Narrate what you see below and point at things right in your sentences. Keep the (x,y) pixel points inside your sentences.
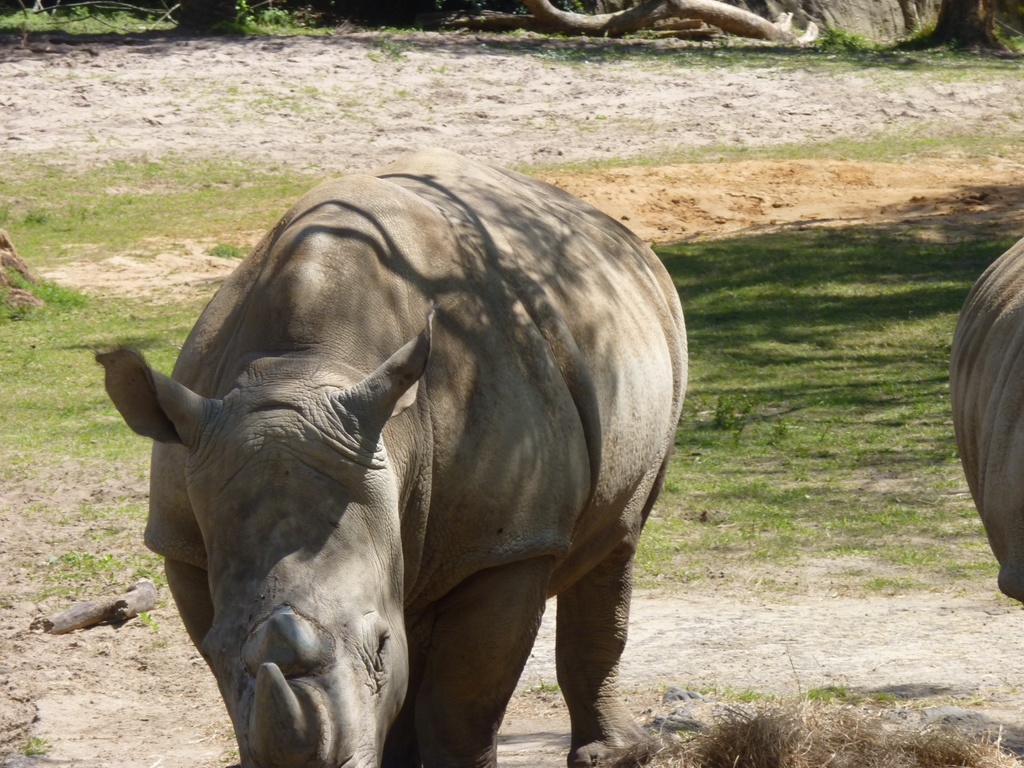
In this picture I can see few animals (604,589) on the ground (674,651).
